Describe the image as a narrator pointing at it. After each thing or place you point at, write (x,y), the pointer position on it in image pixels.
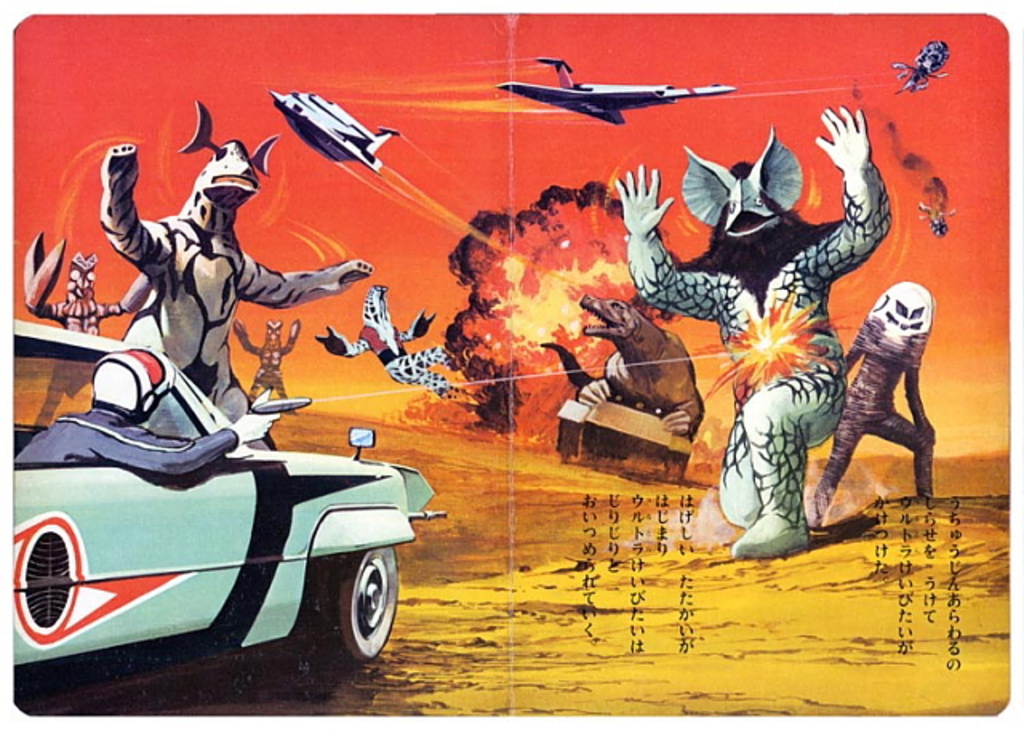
In this picture we can see a animated image, on which we can see a car (232,531) in which we can see a person (154,389), we can see some animals (773,393).
